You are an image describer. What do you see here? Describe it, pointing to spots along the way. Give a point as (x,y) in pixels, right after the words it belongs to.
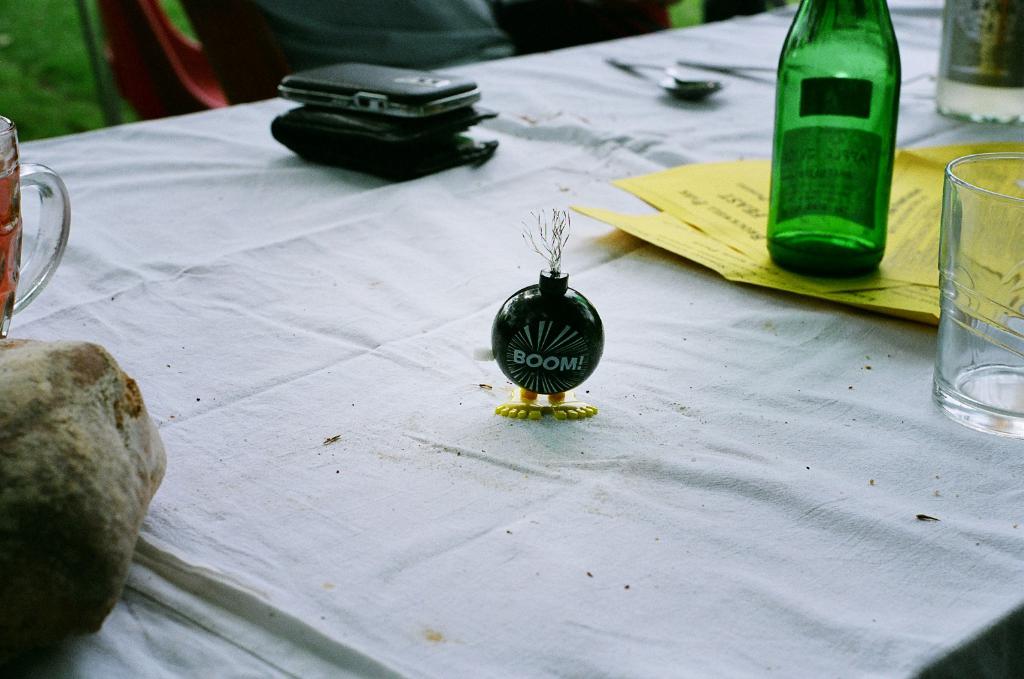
On the table (444,507) there is a white color cloth (364,369) with mobile (408,101), wallet (373,127), green color bottle (803,129), black color toy (543,327), to the right side (965,277) there is a glass (977,375), yellow color papers (762,257), and to the left side (44,253) there is a jug (56,192). And to the right top corner (937,85) there is another bottle (978,69) with white color.
